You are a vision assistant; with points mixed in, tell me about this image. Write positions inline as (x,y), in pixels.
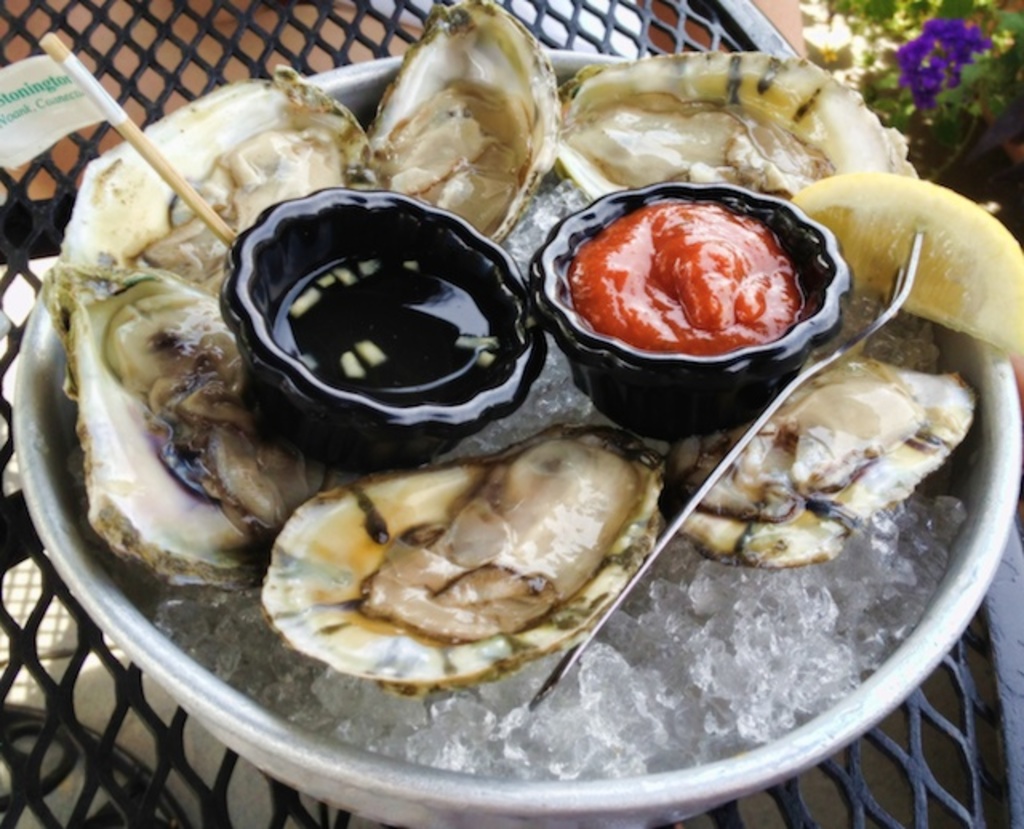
There is a food item (774,265) and black color bowls (452,218) are present in a plate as we can see in the middle of this image (651,298).
